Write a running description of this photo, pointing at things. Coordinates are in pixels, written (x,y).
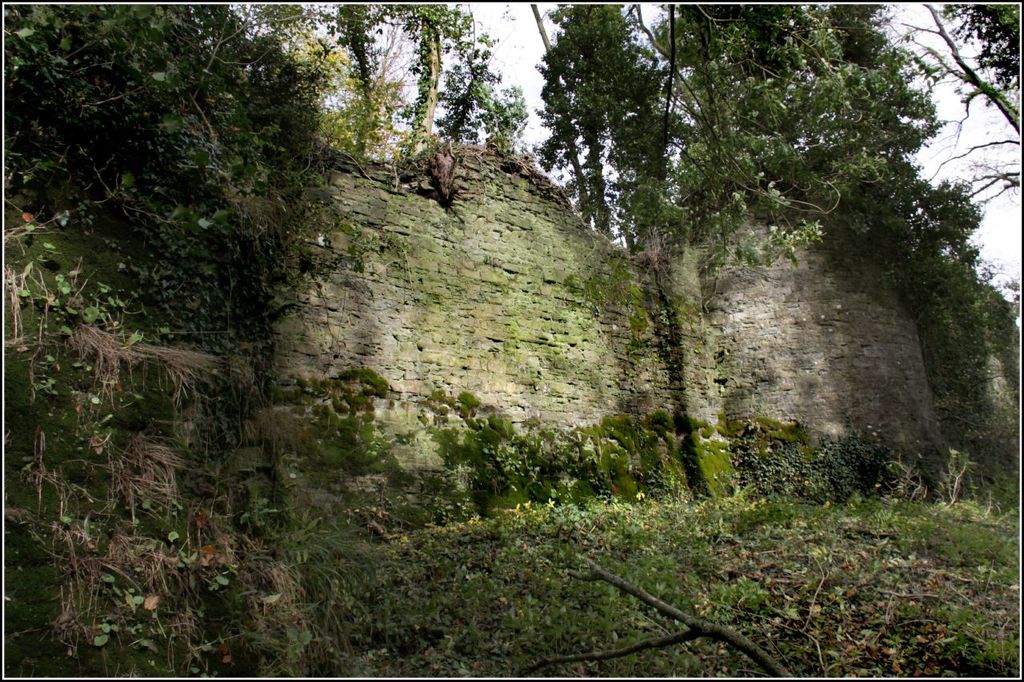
In this picture we can see few plants (666,433), trees (612,183) and walls (638,390).
